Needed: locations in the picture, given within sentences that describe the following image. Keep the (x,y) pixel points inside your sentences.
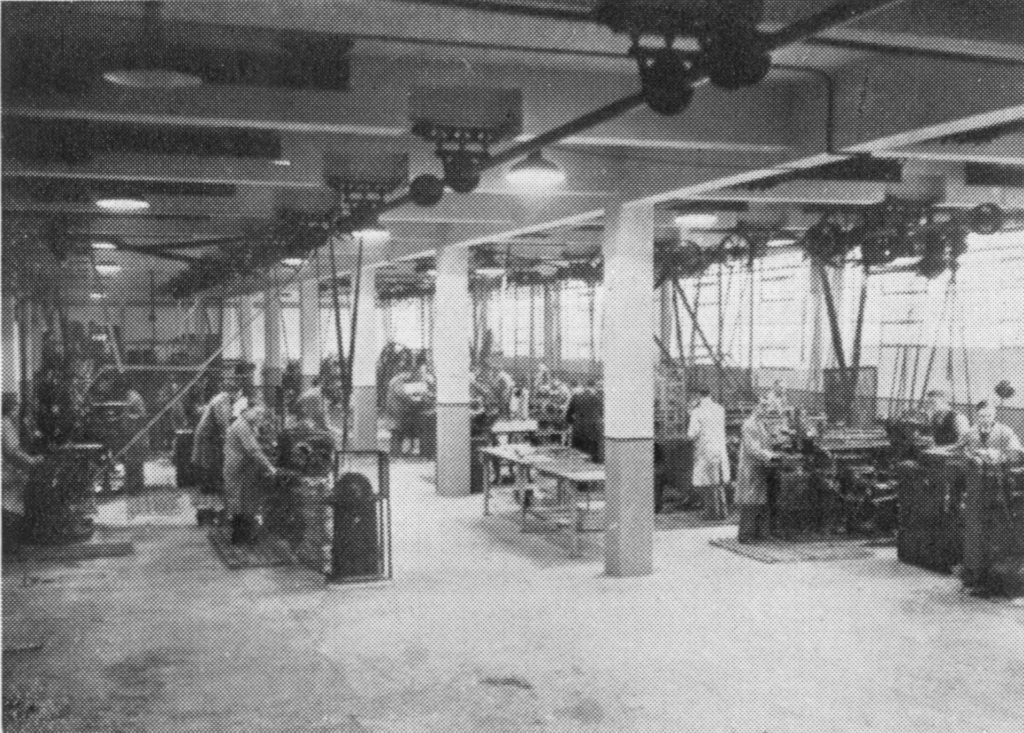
This is a black and white image as we can see there are some persons (208,466) standing on the left side of this image (225,440) and right side of this image (748,439) as well. There is some machinery (783,466) as we can see in the middle of this image (662,451). There are some lights (375,235) arranged on the top of this image (683,223). There is a floor (507,598) in the bottom of this image (538,619).
